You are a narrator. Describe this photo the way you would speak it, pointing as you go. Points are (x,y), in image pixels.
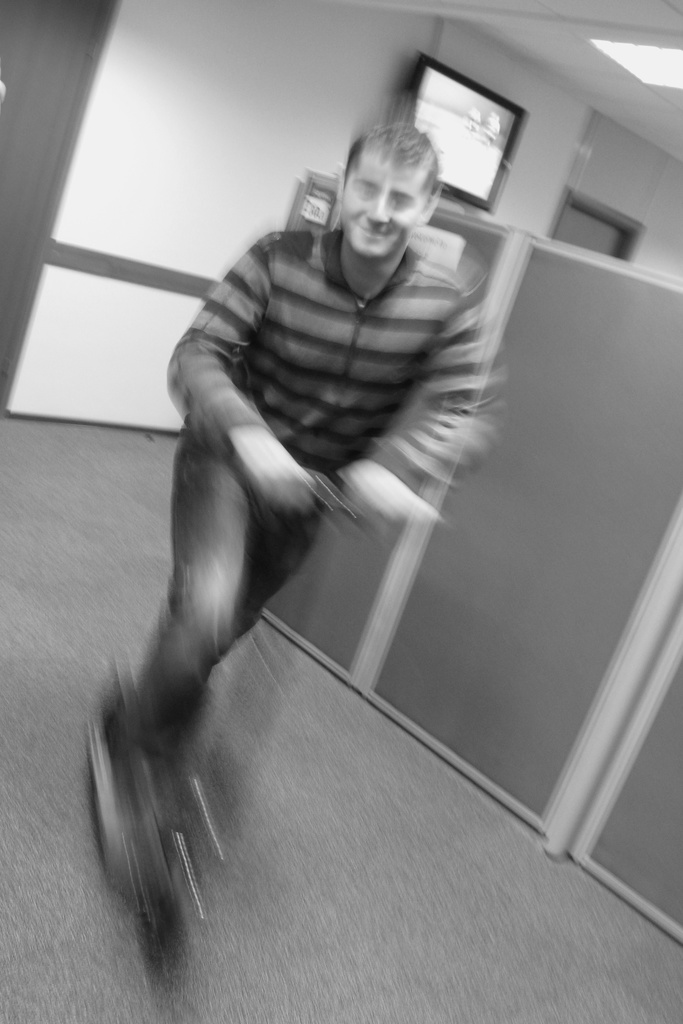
This is a black and white image. I think this picture is slightly blurred. I can see a person (242,528) riding the three wheeler scooter (146,848). This looks like a board (569,433). I can see a television (464,176), which is attached to the wall (379,87). This is a floor (385,958). On the right side of the image (639,63), I can see a ceiling light (631,70), which is attached to a ceiling (639,28).
